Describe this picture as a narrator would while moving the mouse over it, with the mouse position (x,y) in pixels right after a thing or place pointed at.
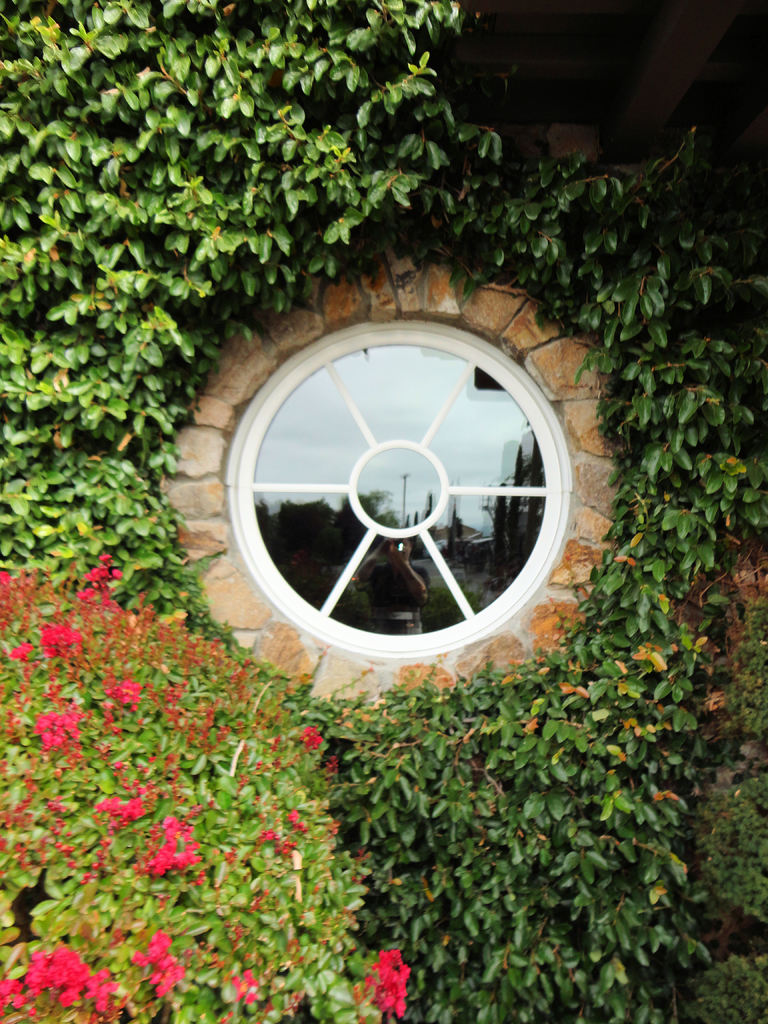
In the image there are many leaves (477,257) and also there are flowers (127,817) on the wall (289,657). In the middle of the wall (409,282) there is a round shape (374,426) with glass object (363,511).
